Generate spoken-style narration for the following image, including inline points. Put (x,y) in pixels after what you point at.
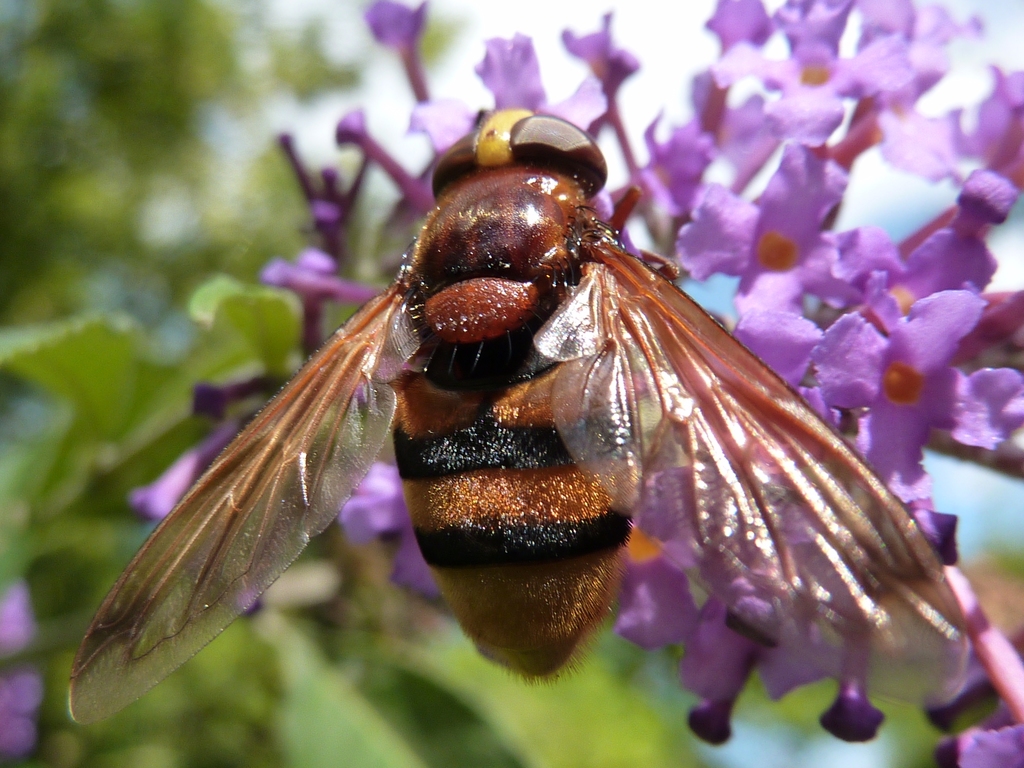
In this image we can see flowers (700,626). On that there is an insect (470,336). In the background (147,440) it is blur.
